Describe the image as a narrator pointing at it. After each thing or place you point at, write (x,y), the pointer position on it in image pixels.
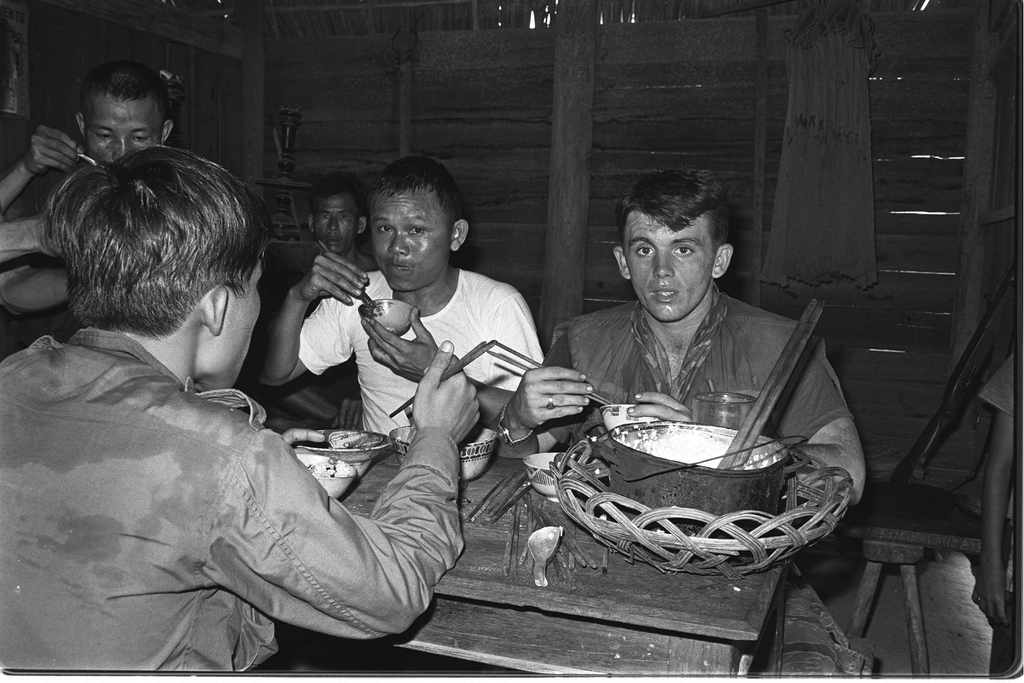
This is black and white picture where we can see people (320,296) are sitting and eating. In front of them table (515,577) is there. On table (465,489) some bowl (468,463), basket (715,544), sticks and container (635,481) is present. Behind them wooden wall (524,83) is there. Right side of the image (913,578) one chair (946,515) is present.
